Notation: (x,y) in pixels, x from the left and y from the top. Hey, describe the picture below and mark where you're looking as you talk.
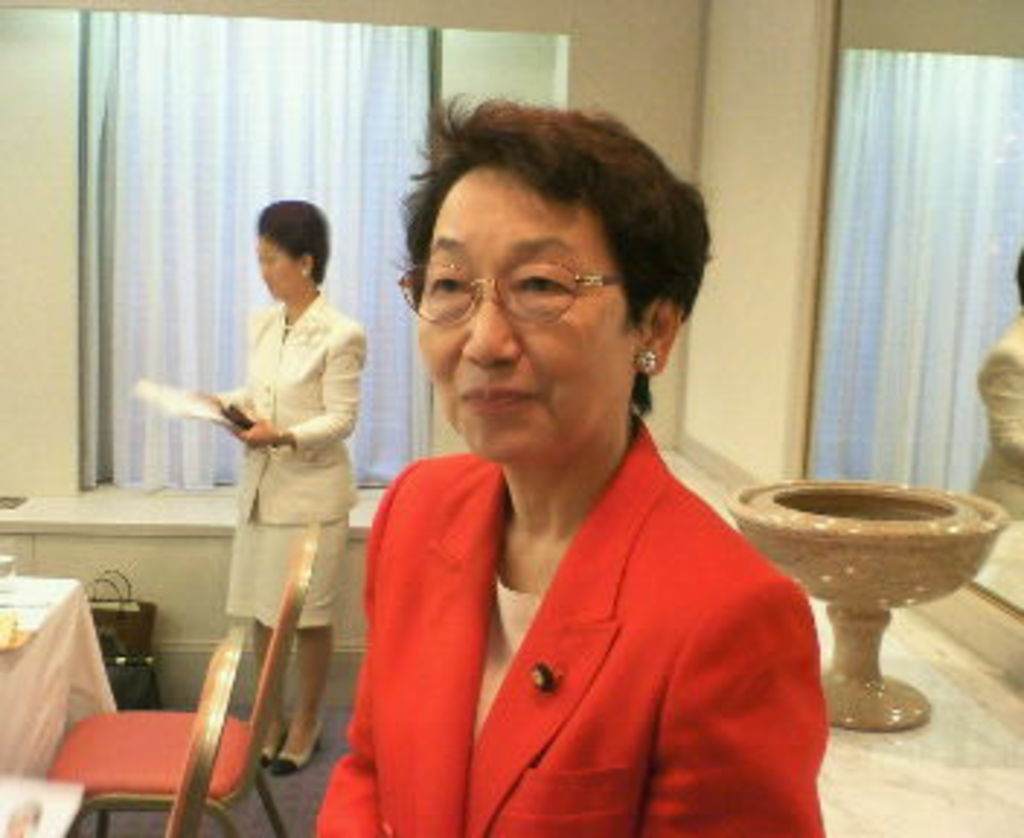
A woman (559,481) is posing to camera with a red color suit (702,595). There are some chairs (196,729), table (39,611) and woman (257,481) in the background (246,430).
